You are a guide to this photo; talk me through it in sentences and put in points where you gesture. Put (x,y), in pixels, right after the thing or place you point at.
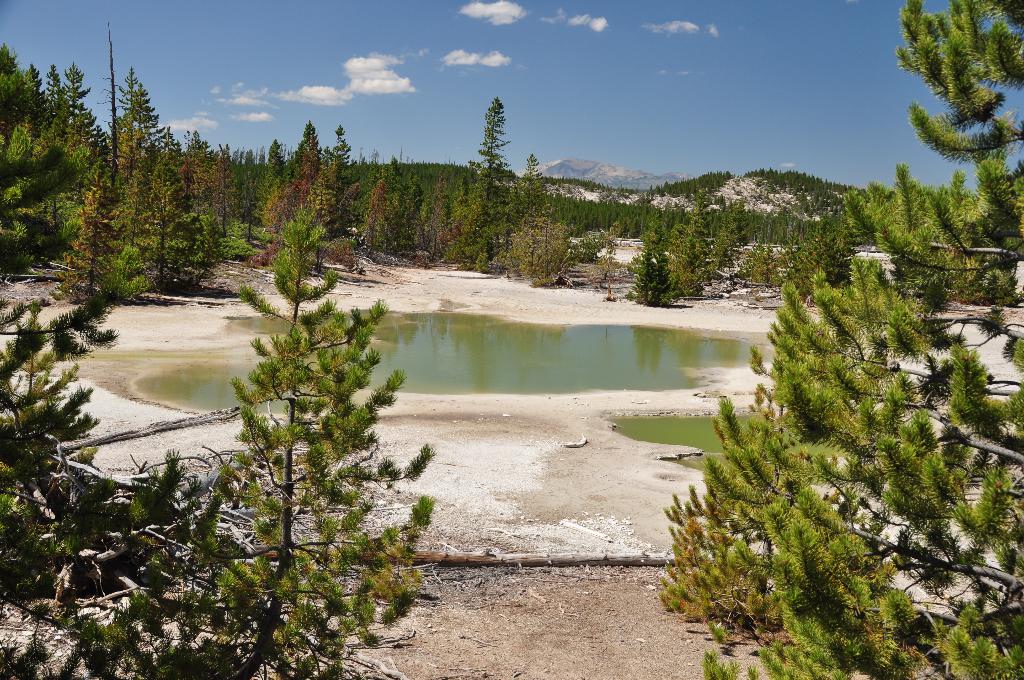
This looks like a small pond (463,334) with a water (608,345). These are the trees (222,552) with branches (231,527) and leaves (866,466). In the background (756,209), I can see the mountains (766,198). These are the clouds (499,53) in the sky (547,60).
